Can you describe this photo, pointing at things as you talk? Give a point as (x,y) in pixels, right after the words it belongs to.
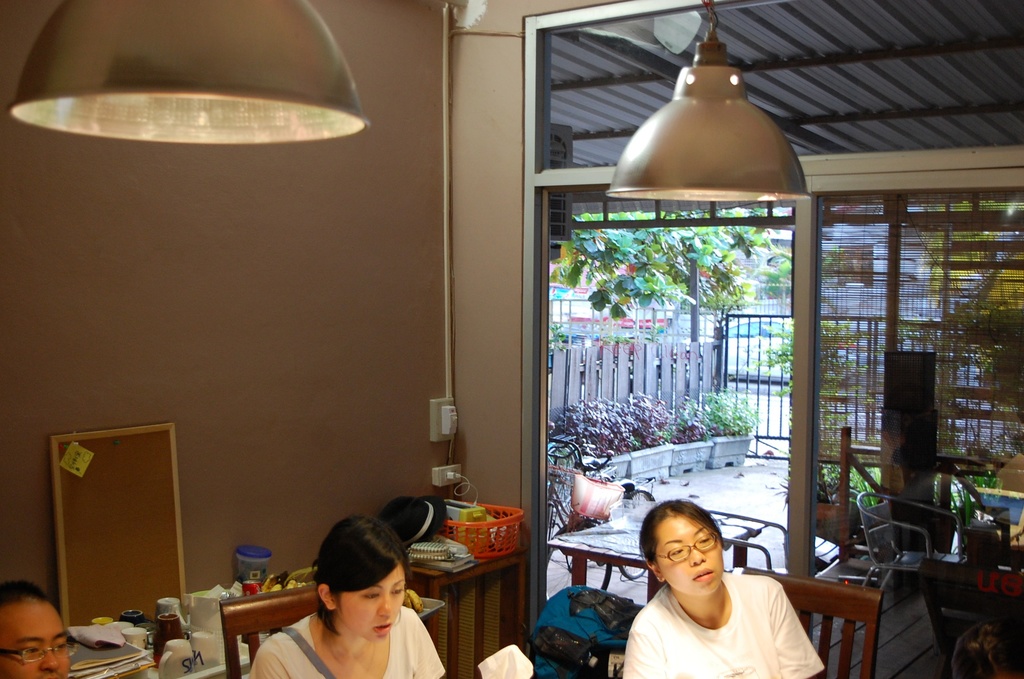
In this image I can see few persons (400,621) sitting on chairs (831,638), I can see 2 women (720,638) wearing white T-shirt (408,643) and the woman (721,556) on the right side (705,542) is wearing glasses (671,551) and the person (54,644) on left side (28,657) is wearing glasses (40,651). In the background (264,325) i can see the wall (300,304), 2 lights (731,152) the fence (669,356), the gate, few plants (709,401), few trees (652,259) and few vehicles (734,326).
